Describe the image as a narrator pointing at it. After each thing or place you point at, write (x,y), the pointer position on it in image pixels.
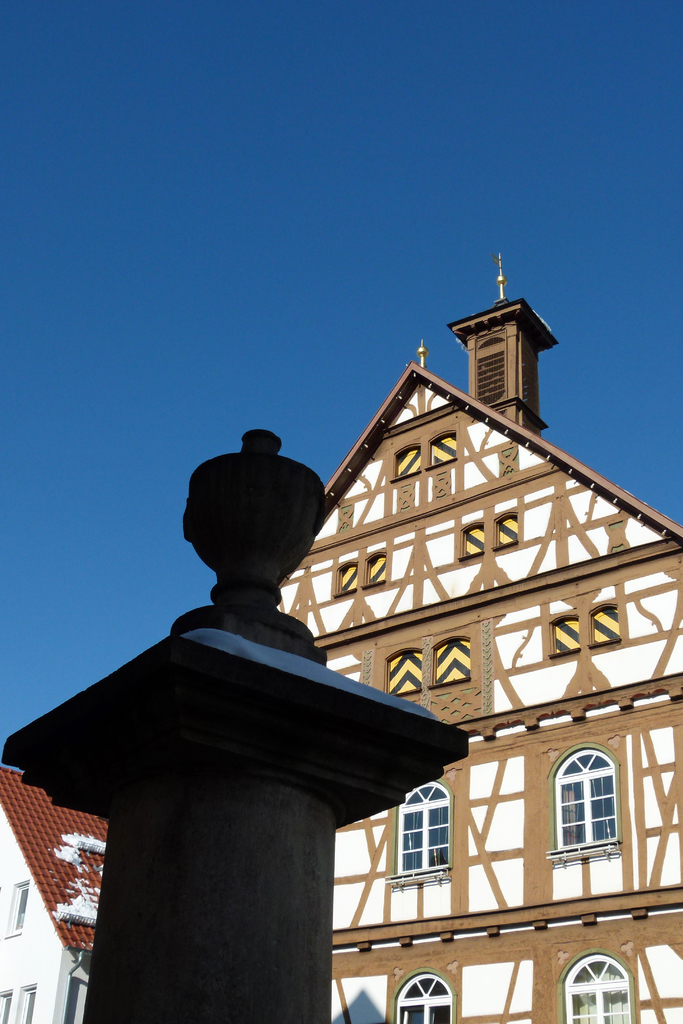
In this image I can see the pole (118,823). To the side there are buildings (543,580) with windows (423,827). In the background (294,267) I can see the blue sky (212,223).
